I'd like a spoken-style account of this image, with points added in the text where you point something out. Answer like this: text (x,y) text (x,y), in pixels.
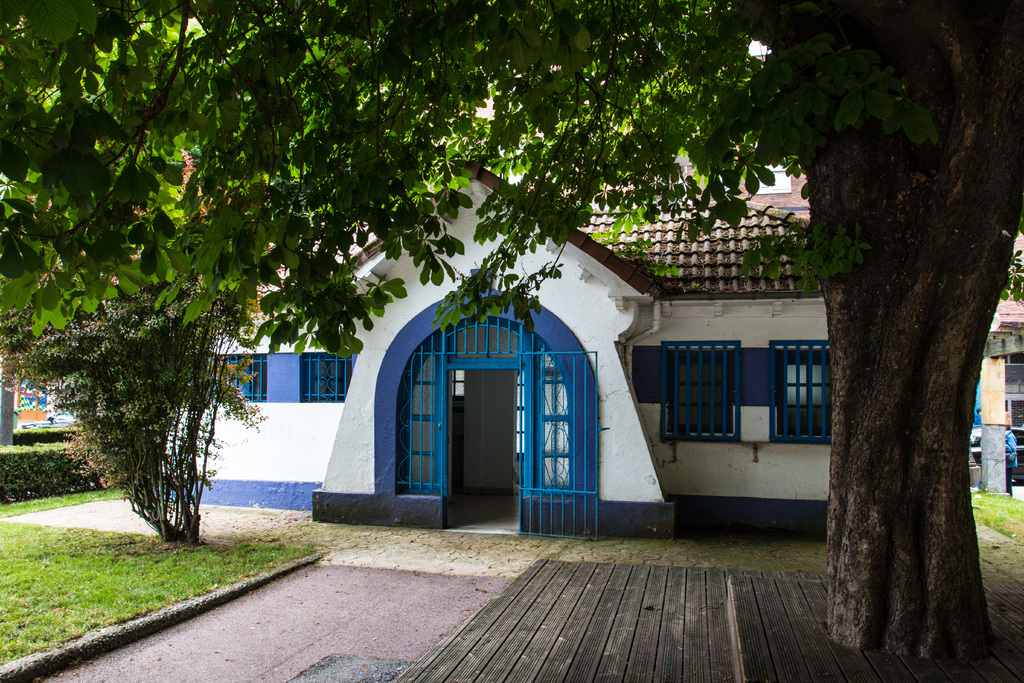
This looks like a house (430,463) with a door (413,390) and windows (689,382). Here is the roof (737,272). I can see the trees (907,432) with branches (137,443) and leaves (204,220). Here is the grass (129,537). This looks like a wooden platform (685,577). Here is the pathway (379,560). These are the bushes (47,458). On the right side of the image (1005,434), I can see a pillar (986,444) and a person (1013,462) standing.
